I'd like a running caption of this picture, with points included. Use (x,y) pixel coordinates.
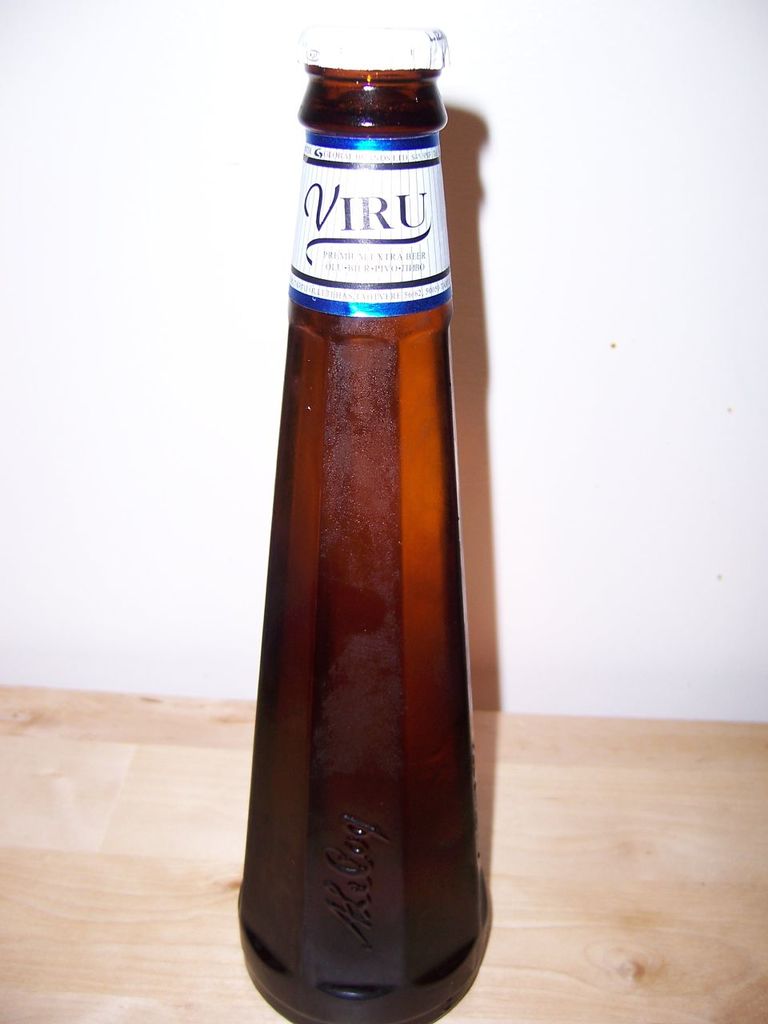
In this image there is a bottle (388,139) with a lid (409,46) and a label (308,171) on it, on the wooden board (99,709), and in the background (617,480) there is a wall (612,426).
